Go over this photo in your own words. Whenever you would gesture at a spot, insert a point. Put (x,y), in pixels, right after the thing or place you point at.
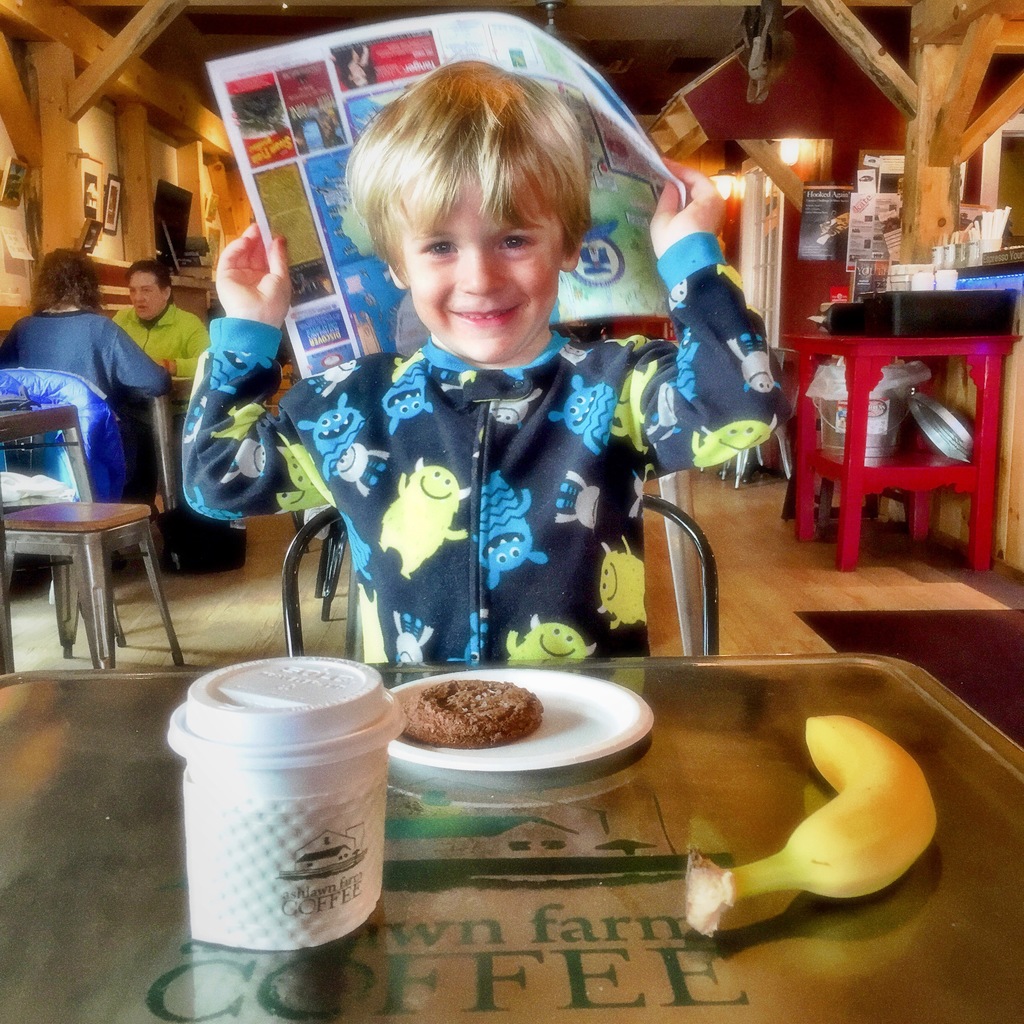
In the picture there is a kid (451,519) who is smiling there is some food (522,707) and a banana (843,829), a coffee (281,818) in front of him behind him there are other people (154,276) sitting on the tables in the background (62,137) there is a wooden finishing (146,125).
